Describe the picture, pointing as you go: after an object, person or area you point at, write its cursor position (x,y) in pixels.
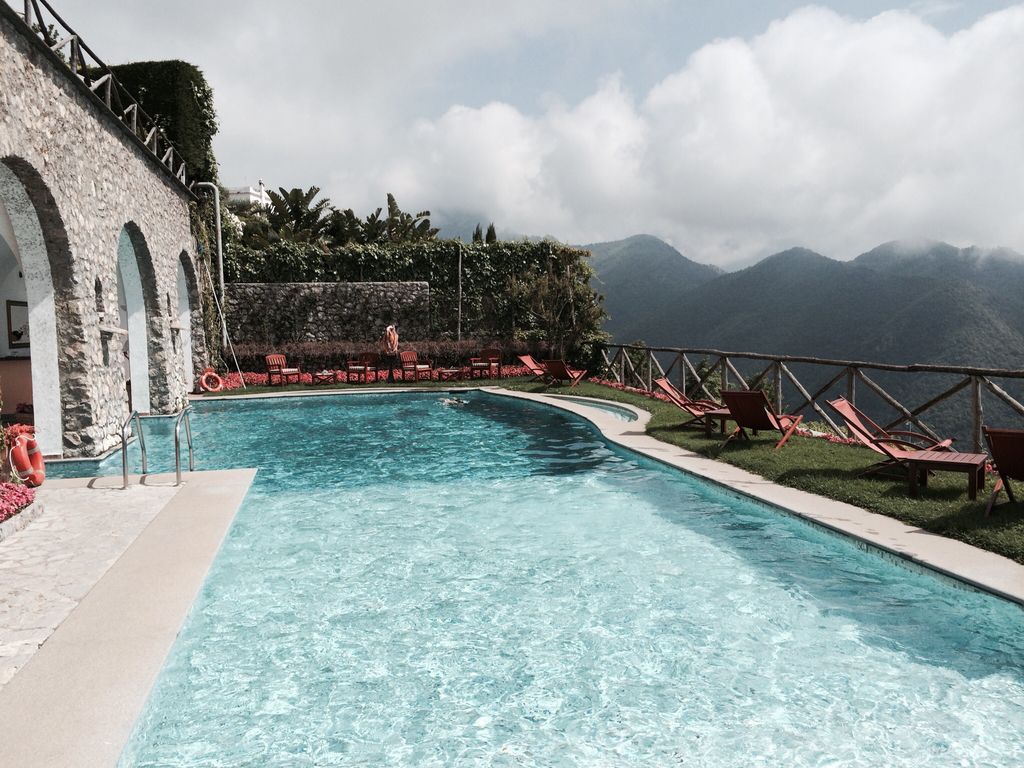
In this image we can see swimming pool (380,566), left side of the image (142,316) there is house (183,320), there are some benches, trees (528,333) and fencing (910,412) and in the background of the image (766,297) there are some mountains (742,369) and cloudy sky (483,153).
